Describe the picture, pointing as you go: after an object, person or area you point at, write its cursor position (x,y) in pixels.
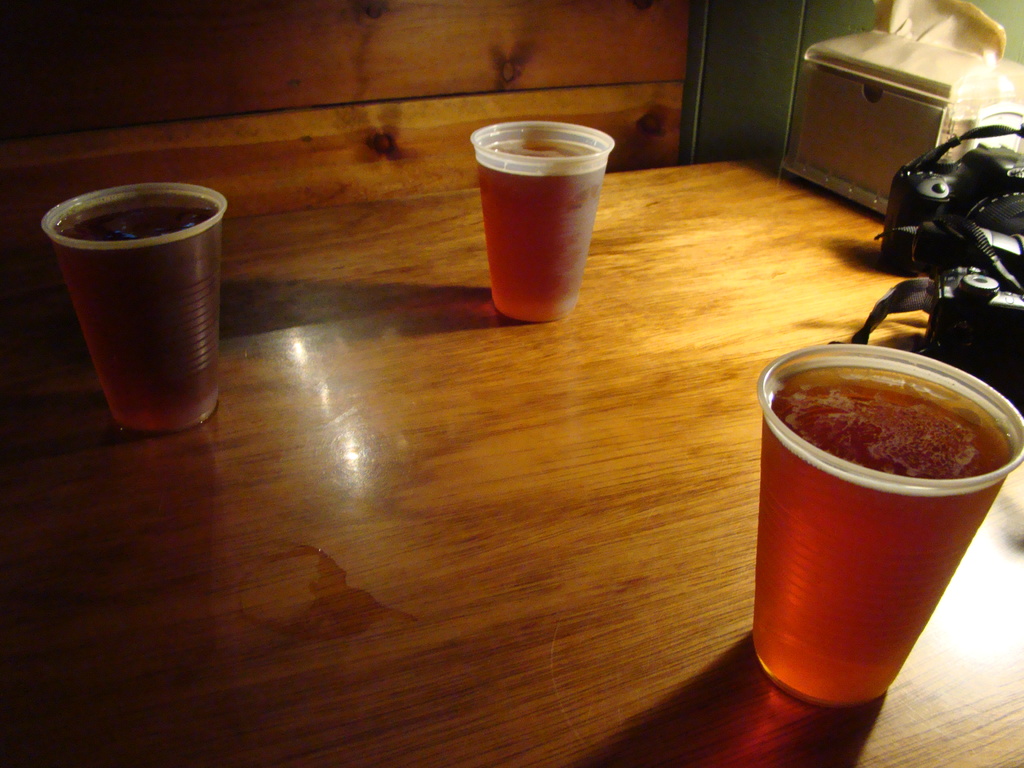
In the picture we can see a wooden table (21,564) on it we can see three glasses (796,696) of drink (516,235) which is orange in color and behind it we can see a wooden plank (457,136) and besides we can see some things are placed on the table (750,683).
